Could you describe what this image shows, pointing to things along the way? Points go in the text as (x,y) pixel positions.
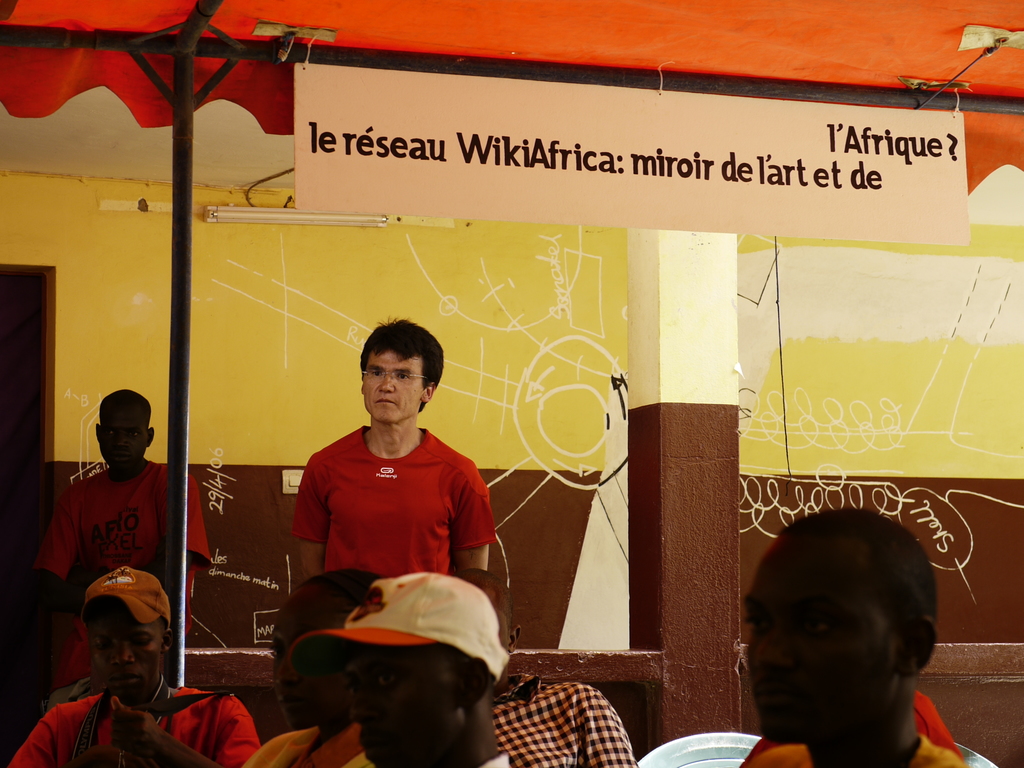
In the image we can see there are people (429,683) sitting on the chair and there are people (406,514) standing at the back (335,515). There is a banner (567,102) kept on the iron pole (698,76) and there are drawings (957,485) on the wall (470,360). There is tube light (264,220) on the wall (128,267).
